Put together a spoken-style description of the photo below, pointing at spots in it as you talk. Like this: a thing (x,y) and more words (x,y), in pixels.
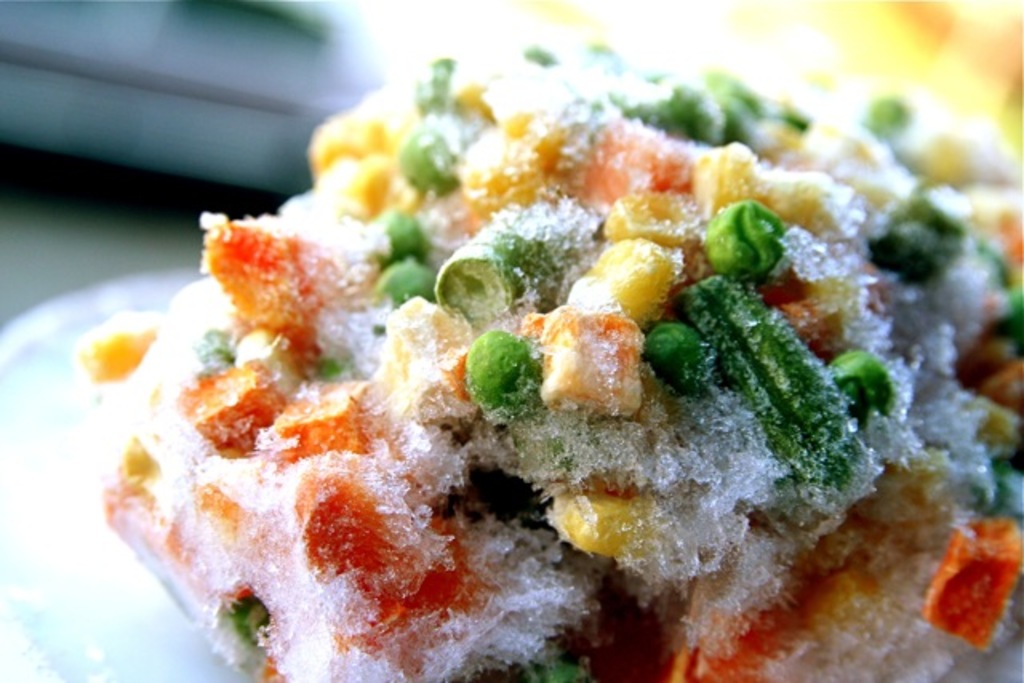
In this image we can see some frozen food (622,518) placed in a plate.
